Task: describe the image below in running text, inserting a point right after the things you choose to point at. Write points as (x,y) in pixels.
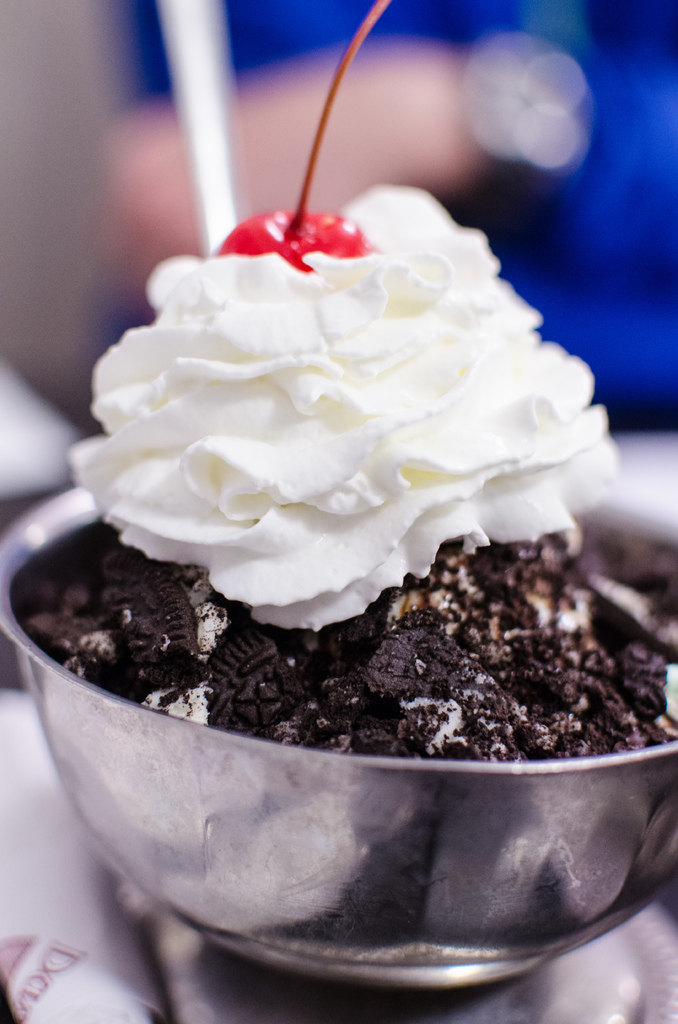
In this image there is a steel bowl (393,856) in which there is a cream (381,552). On the cream (255,331) there is a cherry (296,252). In the background (311,205) it looks blurry.
